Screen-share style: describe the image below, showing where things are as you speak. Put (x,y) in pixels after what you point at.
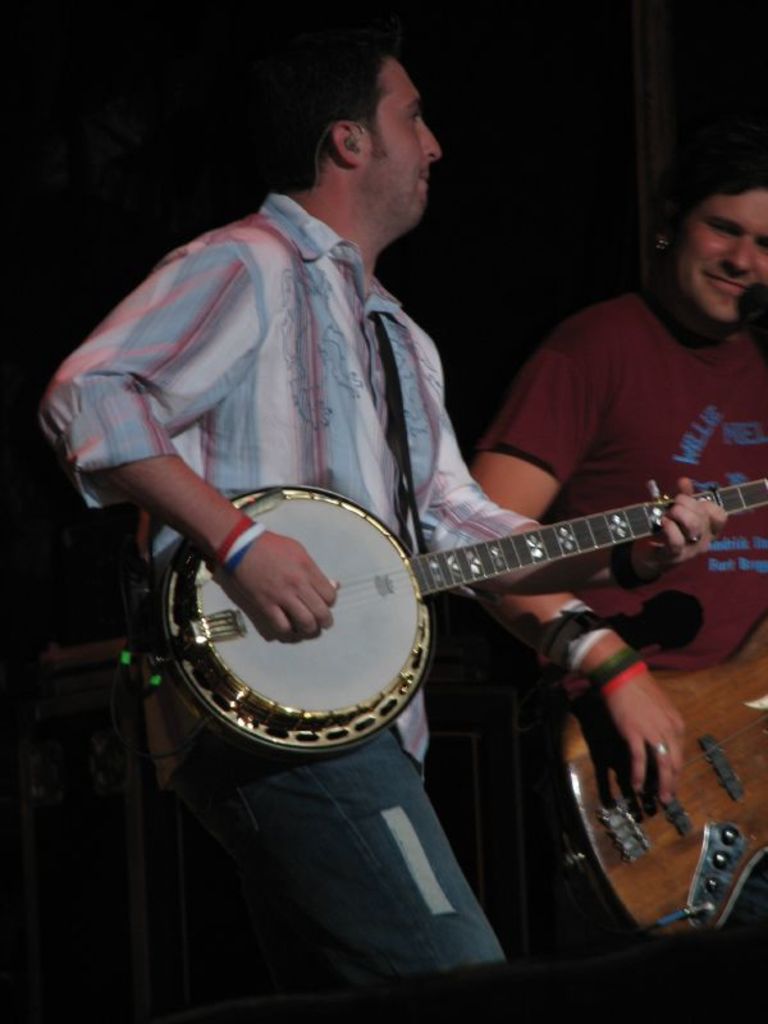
In the center of the image (300,565) there are two people (454,524) playing musical instruments (415,680).
